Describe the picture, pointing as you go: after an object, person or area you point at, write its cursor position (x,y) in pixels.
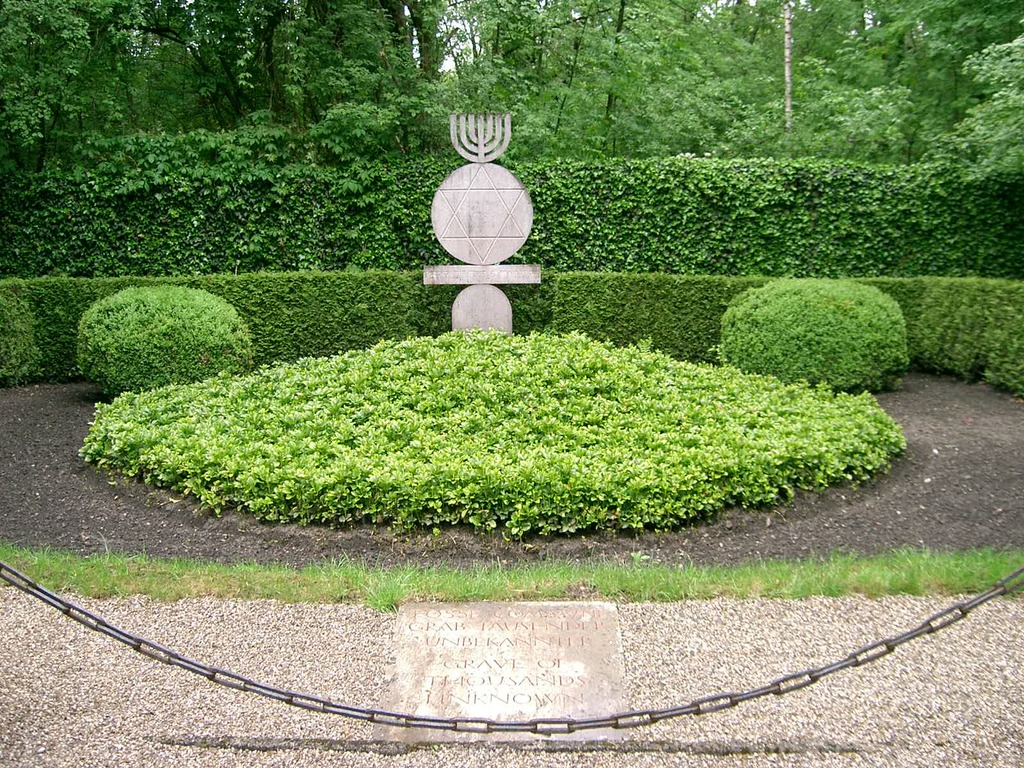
In this image I can see the metal chain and the board (517,655). In the background (427,462) I can see the plants (508,410), concrete structure (495,222), many trees (262,108) and the sky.
